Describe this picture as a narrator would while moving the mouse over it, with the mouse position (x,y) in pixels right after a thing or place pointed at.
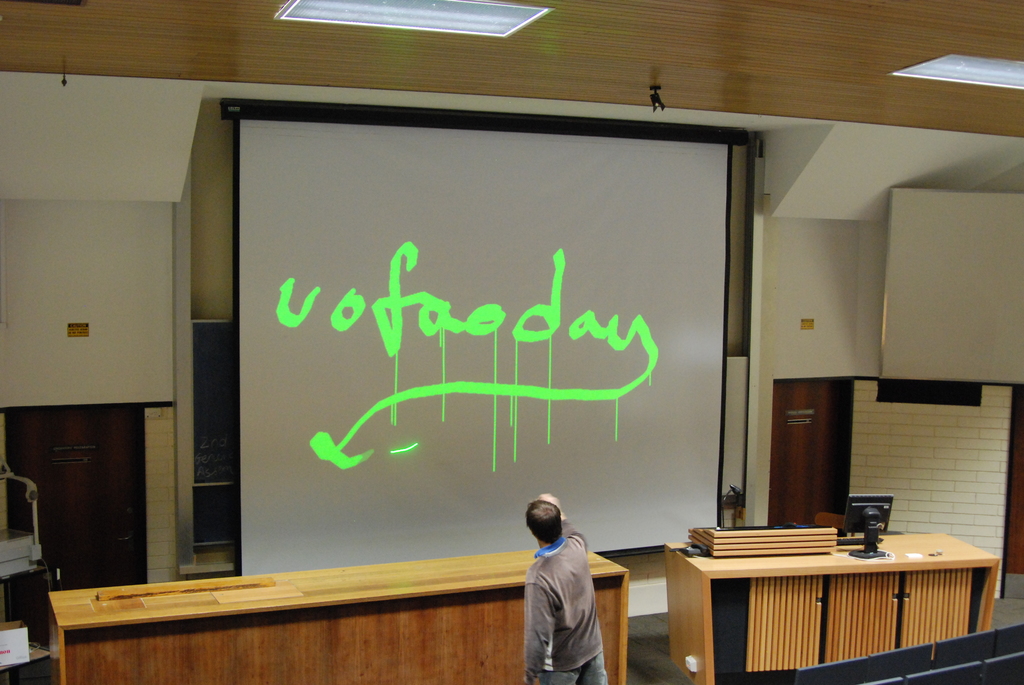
In front of the picture, the man (558,590) in brown jacket (554,611) and blue jeans (597,666) is standing and watching the projector screen (432,214) which is placed opposite to him and on that projector screen (436,293), we see green text (470,332). In front of him, we see a table (361,623) and on the right side of the picture (852,601), we see another table (805,556) on which monitor (858,524) is placed. On the top of a picture, we see the ceiling (827,91) of that room (827,91).
